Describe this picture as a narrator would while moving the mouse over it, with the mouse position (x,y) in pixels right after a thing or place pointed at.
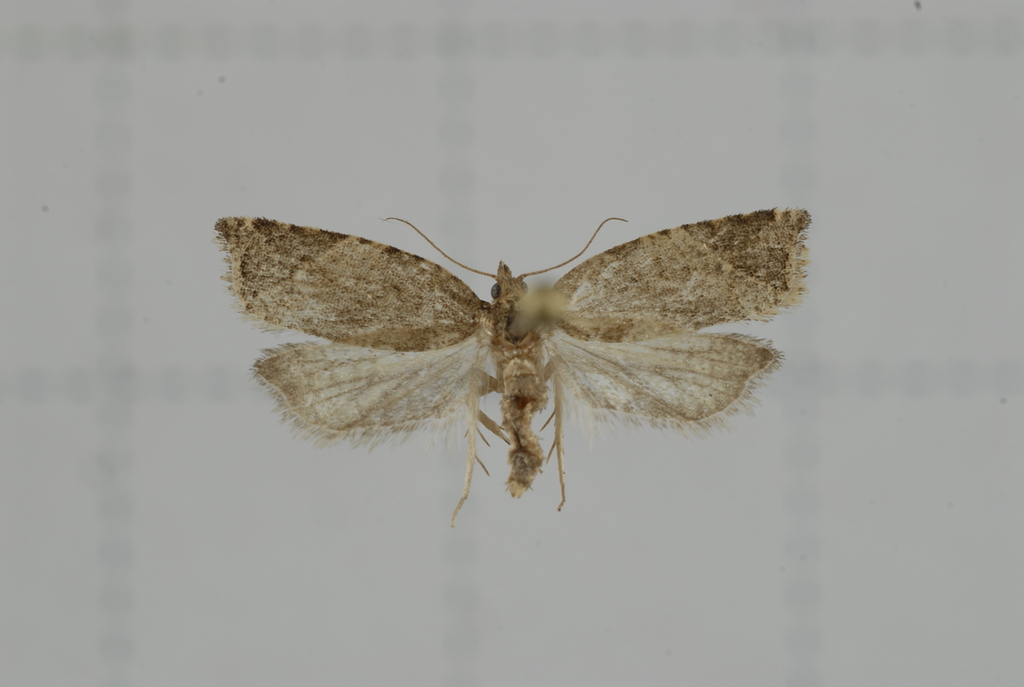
In the center of the picture (425,333) there is an insect (270,297).
